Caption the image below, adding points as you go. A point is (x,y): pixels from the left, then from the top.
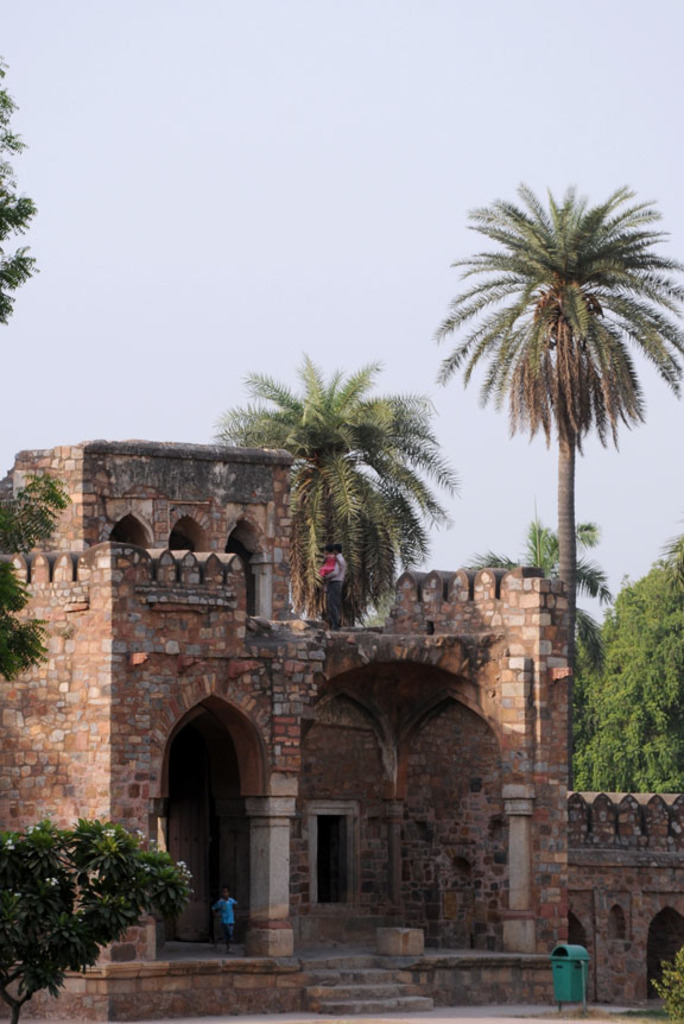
In this image there is a building (289,830). There are few people (335,603) here. This is a dustbin (579,957). In the background (380,601) there are trees (613,695). The sky (470,473) is clear.
